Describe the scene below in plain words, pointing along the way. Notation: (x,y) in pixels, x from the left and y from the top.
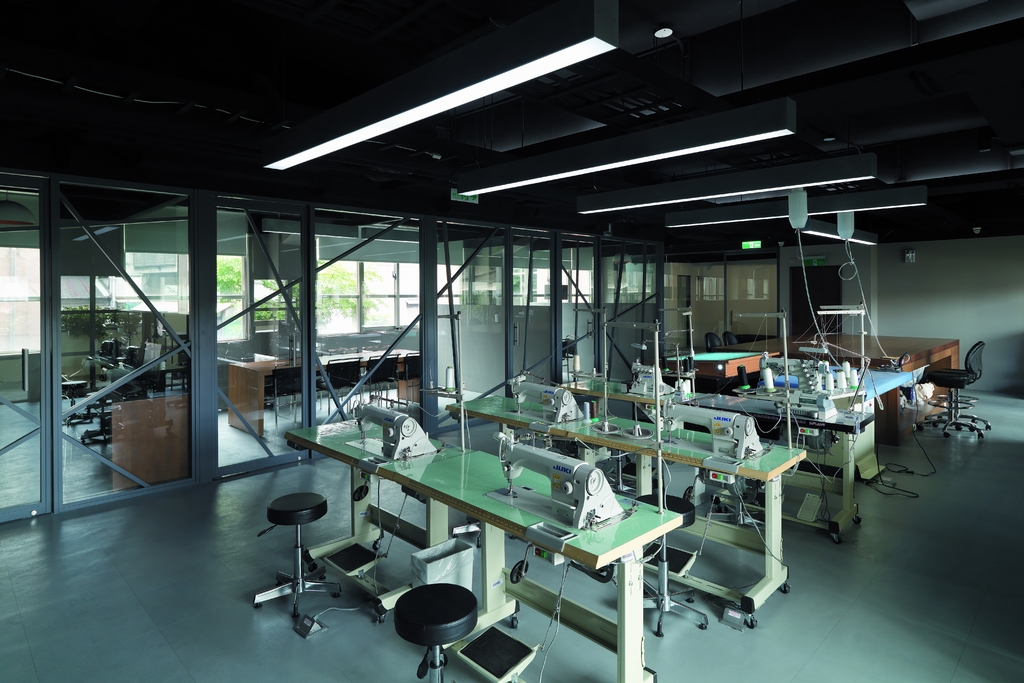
In this image I can see table (308,440) and machines (541,468) on it and I can also see number of stools (691,513). In the background (781,285) I can see a chair (976,354) and a wall (952,302). On the ceiling (489,108) I can see lights (735,188).
